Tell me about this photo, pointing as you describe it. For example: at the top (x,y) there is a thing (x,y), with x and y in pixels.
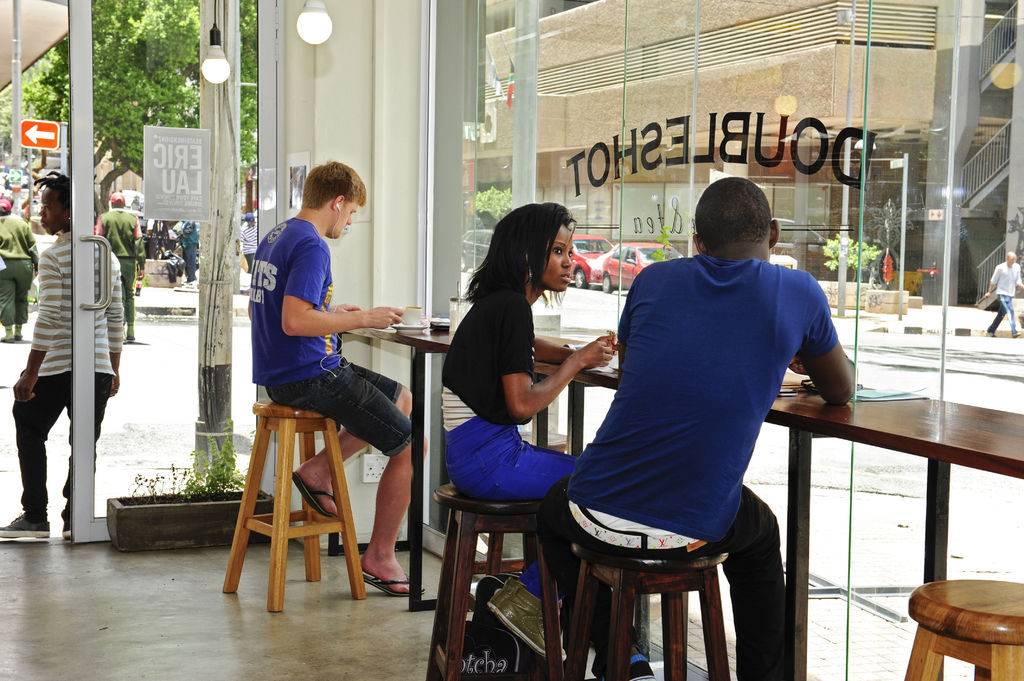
Person (501,333) sitting on the stool (462,553), here there is glass (875,193), there is car (621,261) another person (689,287) sitting here another here, this person (46,396) is standing, this is flower (206,496), person (394,495) is wearing slippers (387,586), this are lights (317,31) this is building (763,94), person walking here, here there is pole (218,168), here there is sign board (38,135), here there is tree (160,86).
